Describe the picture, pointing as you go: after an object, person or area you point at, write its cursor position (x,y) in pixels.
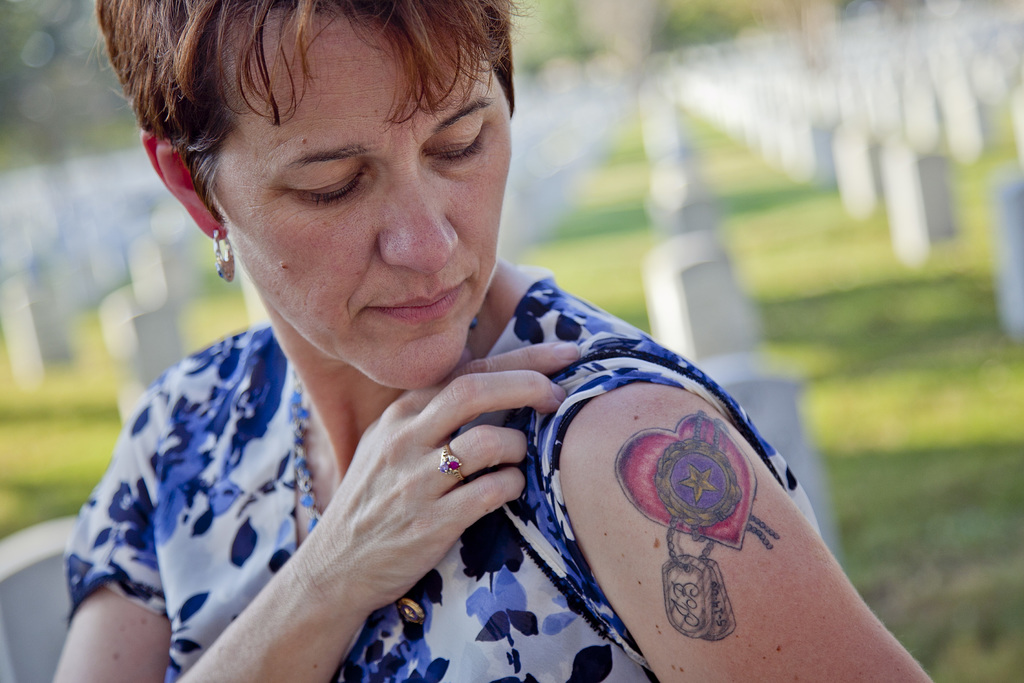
In this image, there is a person (393,93) on the blur background. There is a tattoo (723,460) on the person arm (585,460).
